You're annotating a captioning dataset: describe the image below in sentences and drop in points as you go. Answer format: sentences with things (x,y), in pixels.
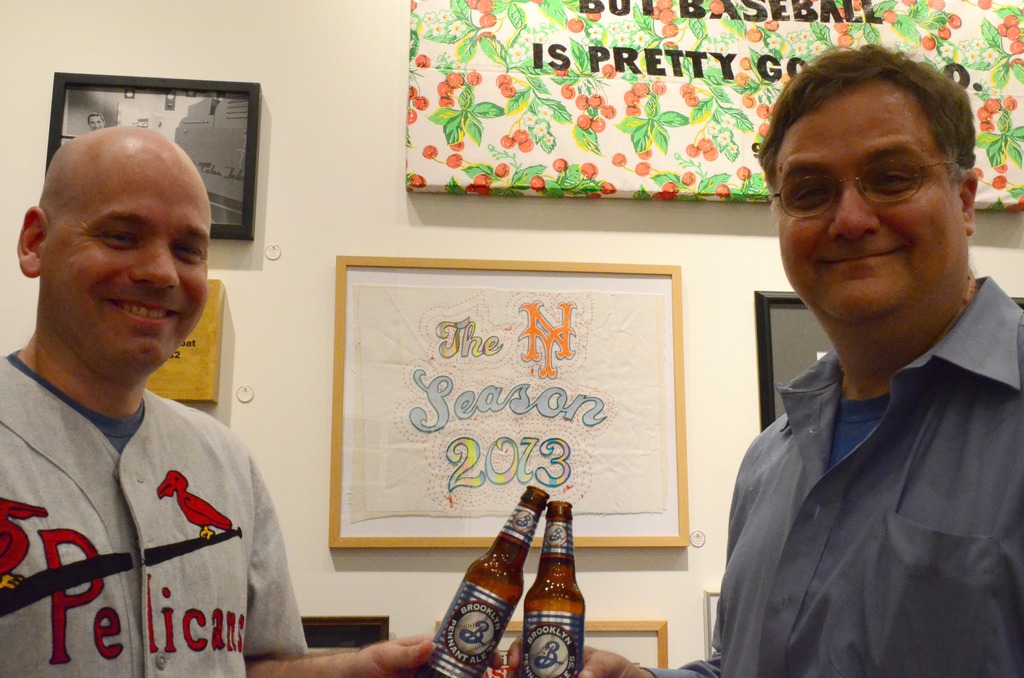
We can able to see 2 persons (209,493) are holding a bottles (493,557) and smiling. On wall (331,107) there are different type of posters (506,127) and photos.
